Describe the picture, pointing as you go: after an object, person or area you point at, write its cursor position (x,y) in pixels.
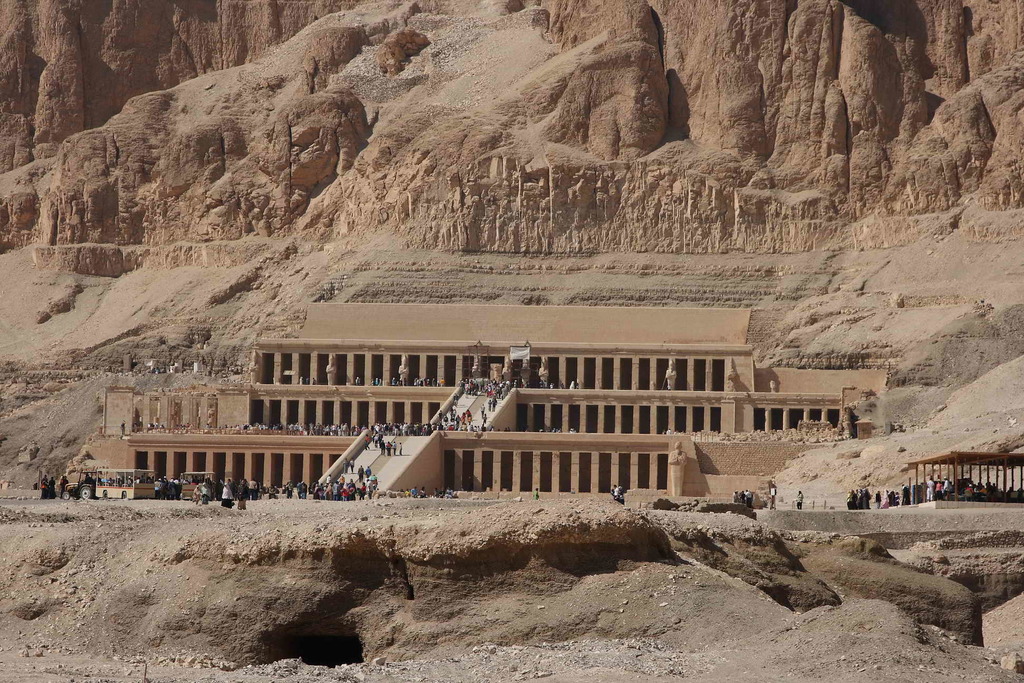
In this image I can see the hill (717,60) and I can see building (196,404), in front of the building (486,401) I can see persons (46,491) and vehicles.
